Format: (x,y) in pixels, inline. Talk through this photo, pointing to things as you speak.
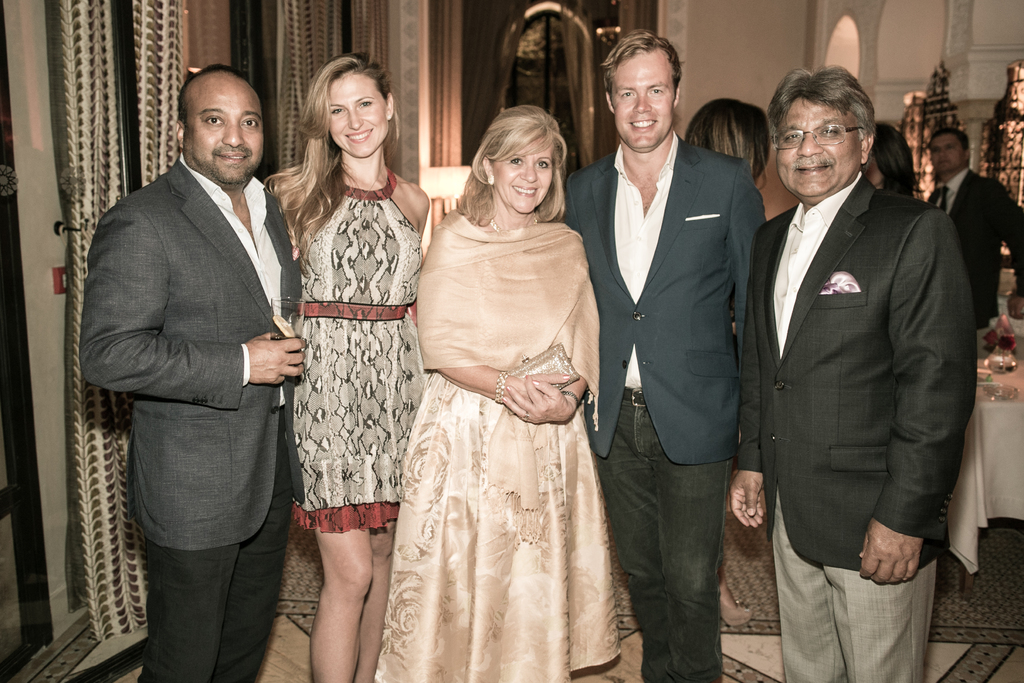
In the image we can see there are people (558,404) standing and there is a man (291,361) holding cold drink glass (300,335) in his hand (276,352). There is floor mat (625,623) on the floor (723,566). Behind there are flowers (993,331) kept in the vase (1005,368) on the table (1006,412) and there are curtains (290,49) on the window (513,90).
